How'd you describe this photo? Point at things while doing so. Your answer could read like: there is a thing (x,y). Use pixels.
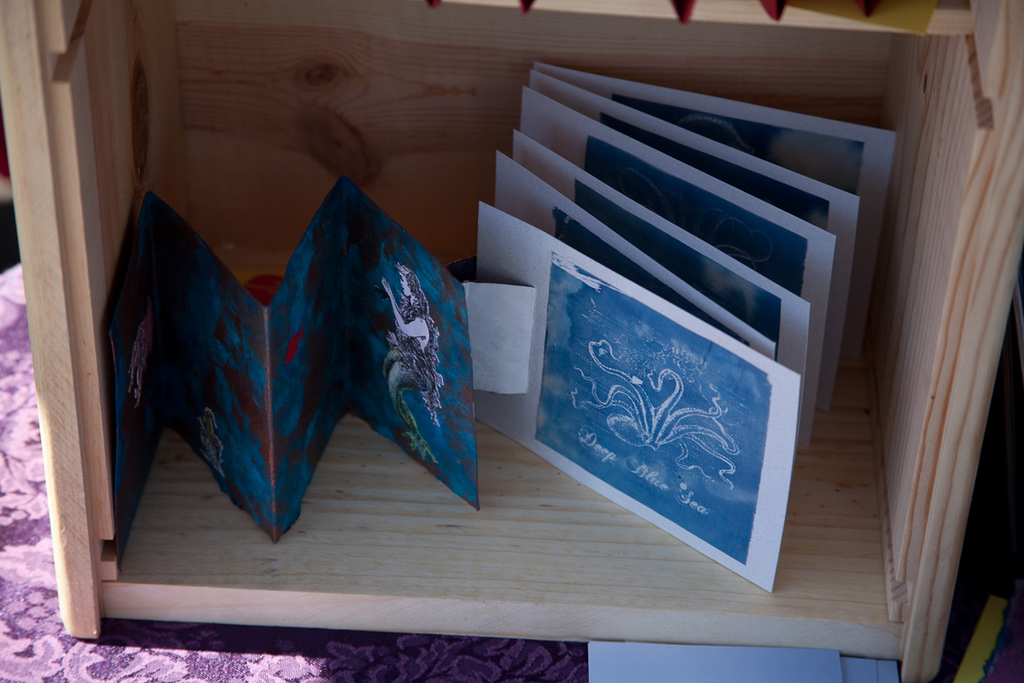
In this picture I can see a wooden box (878,348) and I can see few papers (512,315) with some images (632,407) and looks like a cloth (22,538) on the table (74,646).
